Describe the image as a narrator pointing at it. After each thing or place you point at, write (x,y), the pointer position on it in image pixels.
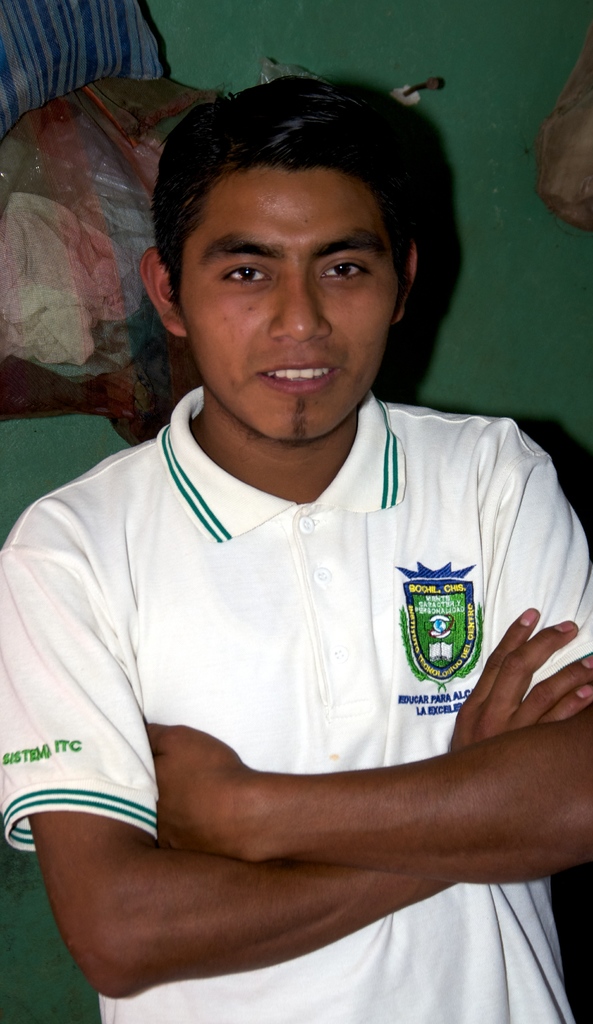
In this image I can see a person (181,180) standing and the person (194,666) is wearing white color shirt (195,648) and I can see green color background (213,48).
